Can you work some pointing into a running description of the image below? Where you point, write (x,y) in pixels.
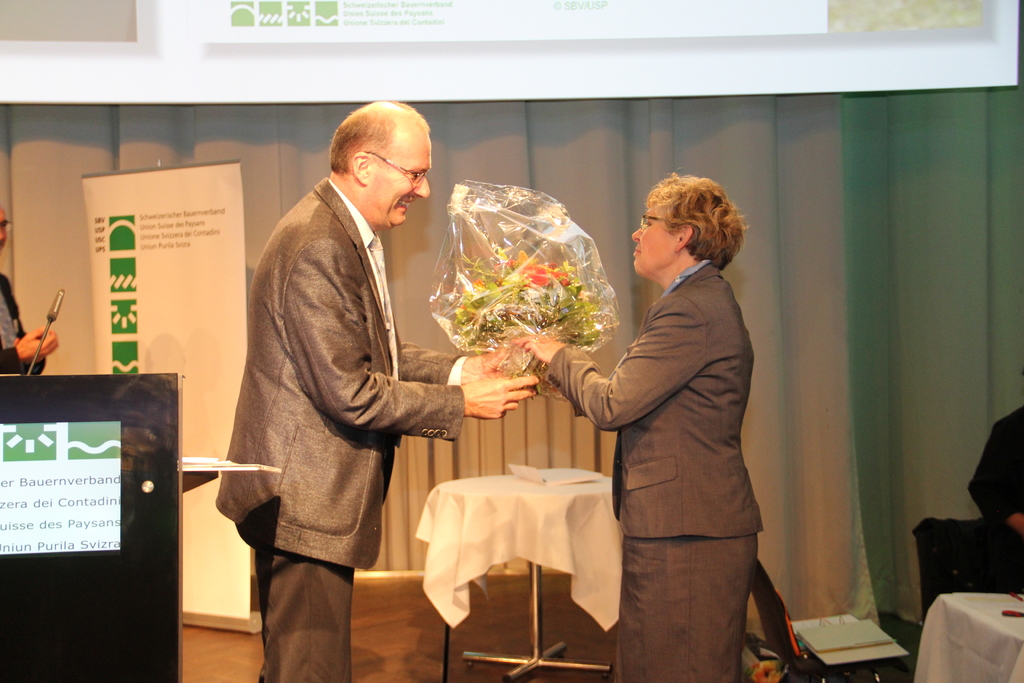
In this image I can see two people (328,319) standing and wearing the blazers (353,434). These people (505,403) are holding the bouquet (576,292). To the left (130,455) there is a podium (74,467) and I can see a person (16,337) in front of the podium (108,494). Between two people (285,521) there is a table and a white cloth (472,552) is covered on it. To the right (868,649) I can see some books (850,632) and a person's hand (1012,526). In the back (628,197) there is a banner (156,264) and the curtain (832,261).
